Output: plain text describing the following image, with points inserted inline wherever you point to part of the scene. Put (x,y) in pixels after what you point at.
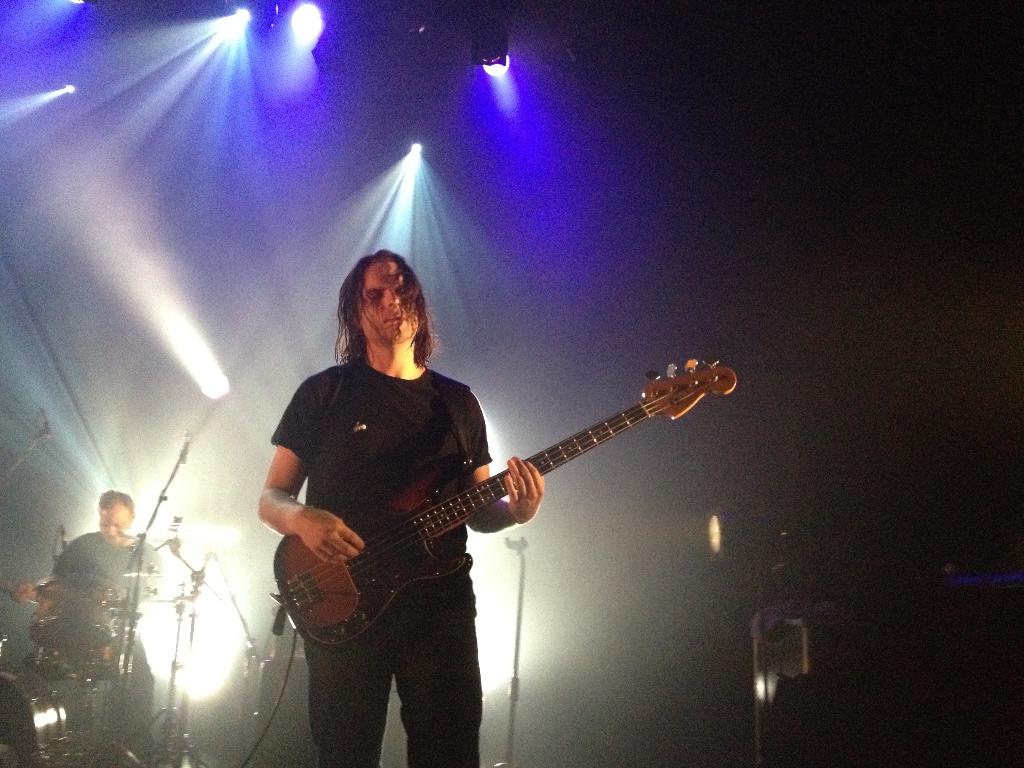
It is a picture where one person (305,427) is standing in the middle (404,511) wearing black shirt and playing guitar (376,590) behind him there is person (124,591) sitting on the chair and playing drums (110,669). Behind him there is smoke (154,437) and lights (201,551).
